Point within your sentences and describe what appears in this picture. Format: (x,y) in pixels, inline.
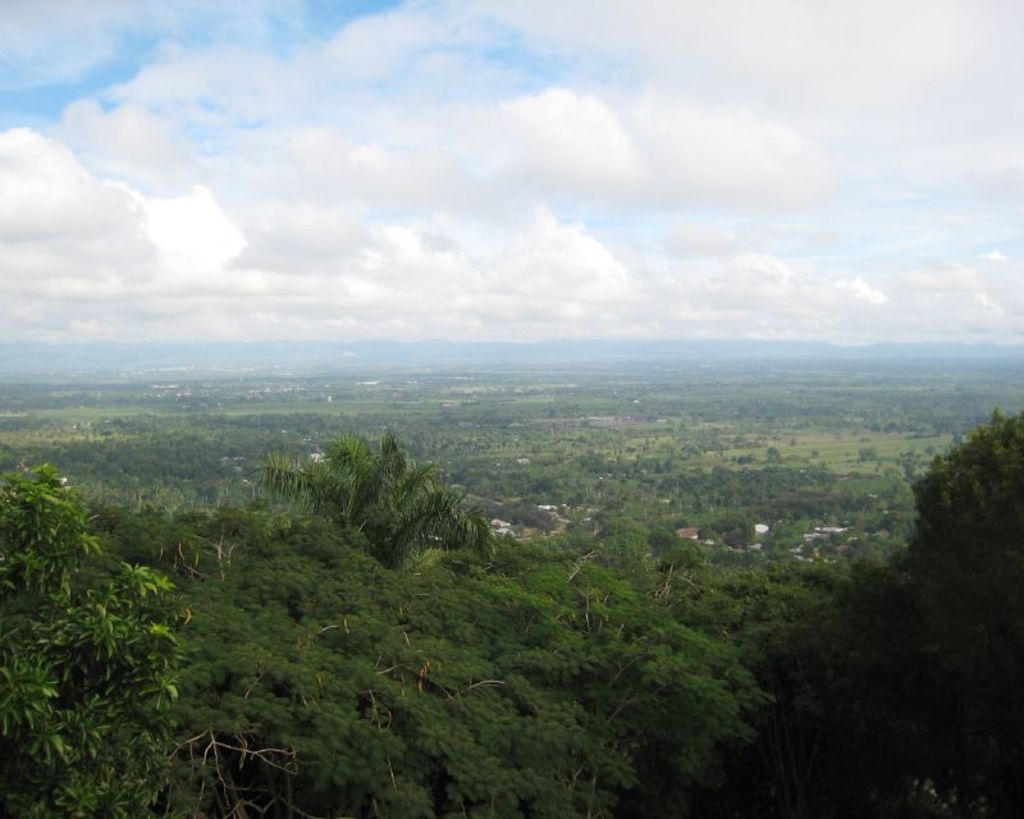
This is the picture of a city (526,451). In this image there are buildings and trees (848,414). At the top (91,106) there is sky (368,148) and there are clouds (679,155). At the back (683,350) there are mountains (496,349).
